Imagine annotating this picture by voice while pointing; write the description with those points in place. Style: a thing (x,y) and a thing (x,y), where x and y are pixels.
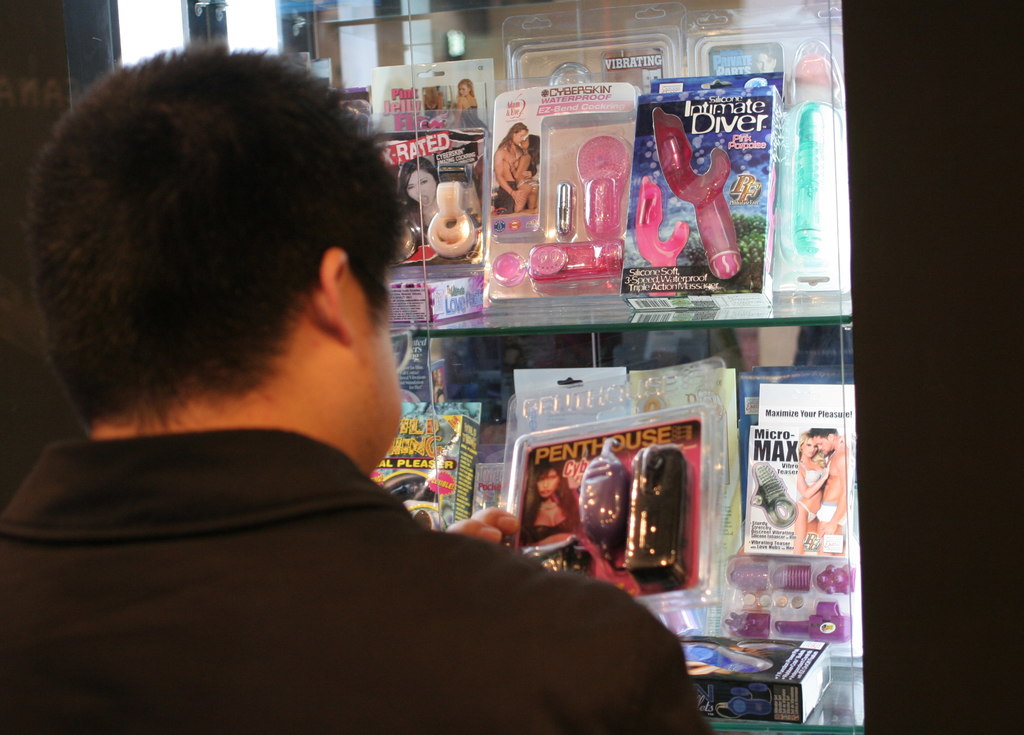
In this image there is a person (367,538) seeing some packets (657,227). There is a black color background (980,262).
